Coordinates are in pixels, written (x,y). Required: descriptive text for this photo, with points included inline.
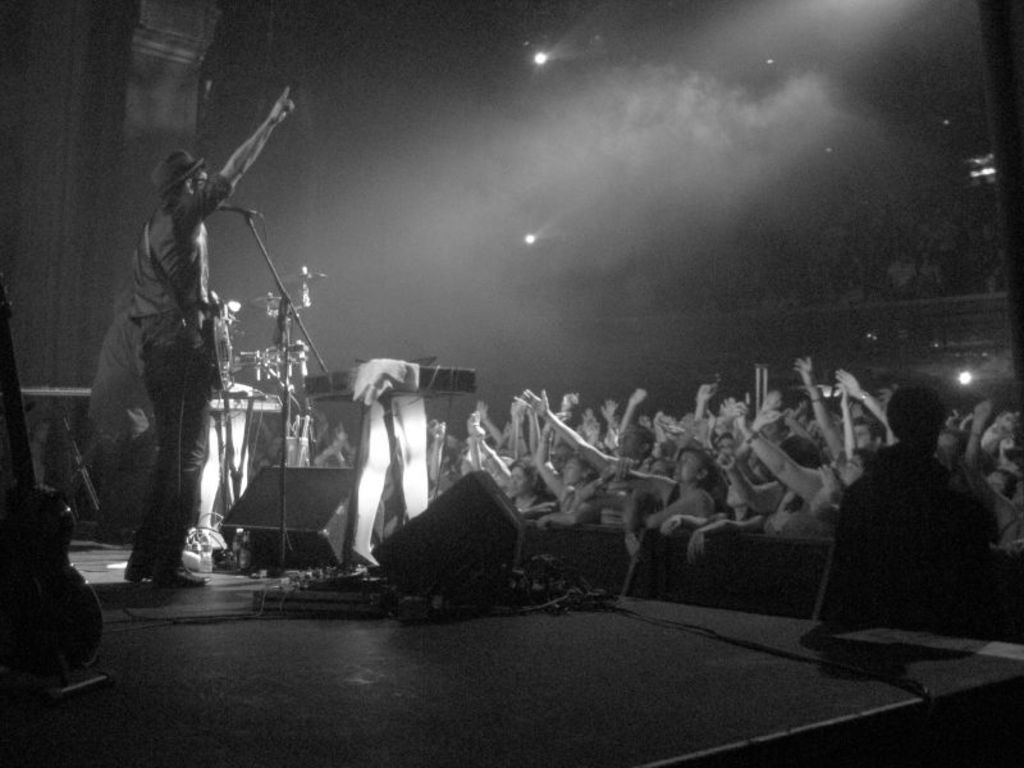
There is a black and white image. There a person (192,359) on the left side of the image (188,334) wearing clothes (180,315) and standing in front of the mic (238,212). There are some audience (632,427) on the right side of the image (831,412) raising their hands (851,418). There are speakers (466,512) in the middle of the image (452,511). There is a guitar (42,518) in the bottom left of the image (52,528).
